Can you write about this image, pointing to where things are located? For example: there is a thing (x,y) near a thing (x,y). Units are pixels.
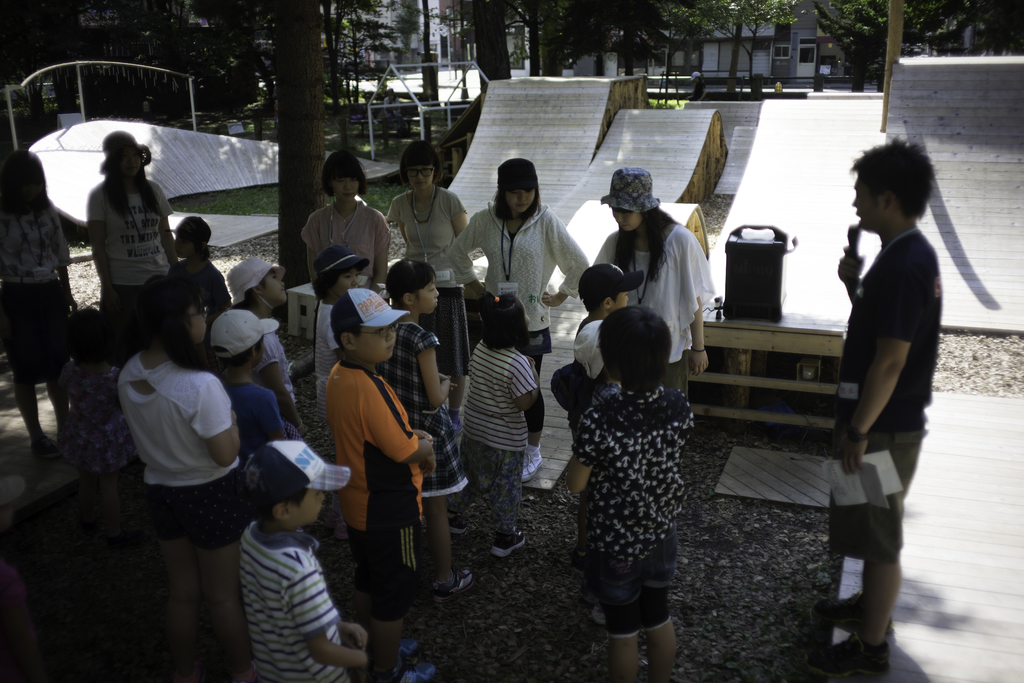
In this picture, we see children (456,445) are standing. In front of them, we see the girls (459,330) in white dresses (477,266) are standing. Behind them, we see a table (772,345) on which black color object (730,310) is placed. The man (849,445) on the right side (869,274) is holding a paper (880,466) and a microphone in his hands (856,268). He is talking on the microphone (850,255). Behind them, we see the ramps (558,163). There are trees (403,33) and buildings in the background (584,7).
